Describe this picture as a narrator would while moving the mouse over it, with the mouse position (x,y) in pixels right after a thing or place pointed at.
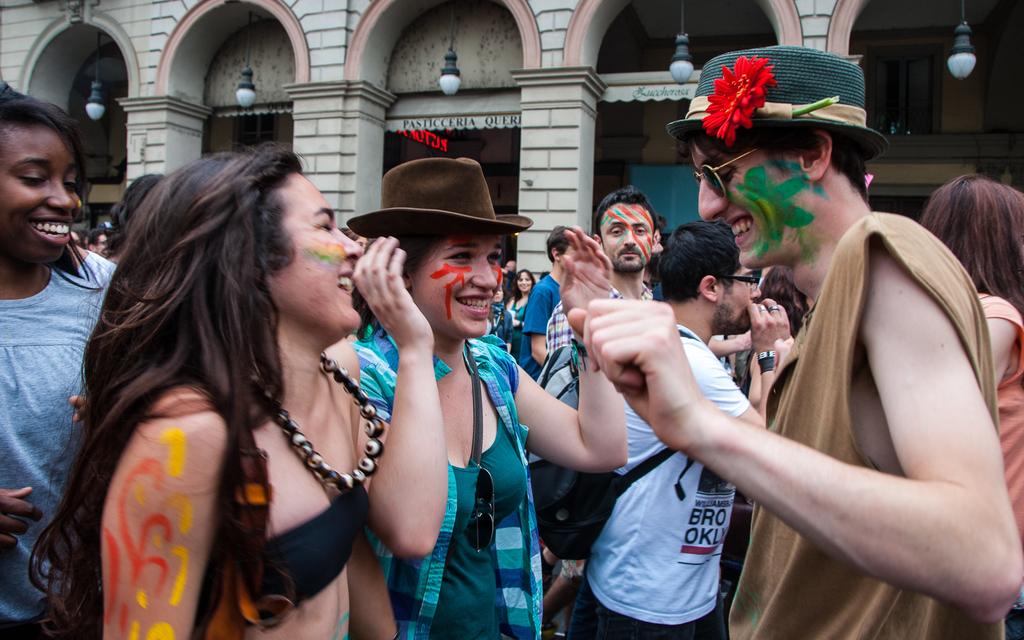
In this picture we can see some people (468,372) standing, the people (904,397) in the front (552,409) are smiling, in the background (549,28) there is a building (534,32), we can see lights (952,71) at the top of the picture (967,67), two persons (699,417) wore hats (828,84).
